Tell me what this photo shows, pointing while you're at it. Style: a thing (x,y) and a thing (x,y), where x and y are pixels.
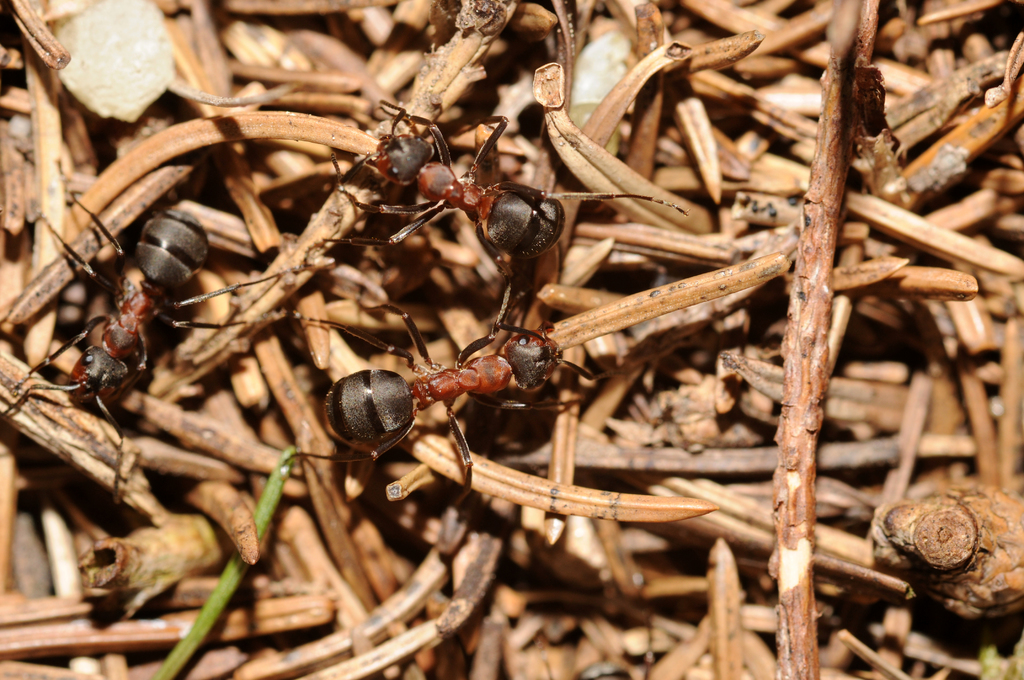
This picture contains three ants (250,282). In the background (634,335), we see small wooden sticks (598,509) or twigs (689,454).
